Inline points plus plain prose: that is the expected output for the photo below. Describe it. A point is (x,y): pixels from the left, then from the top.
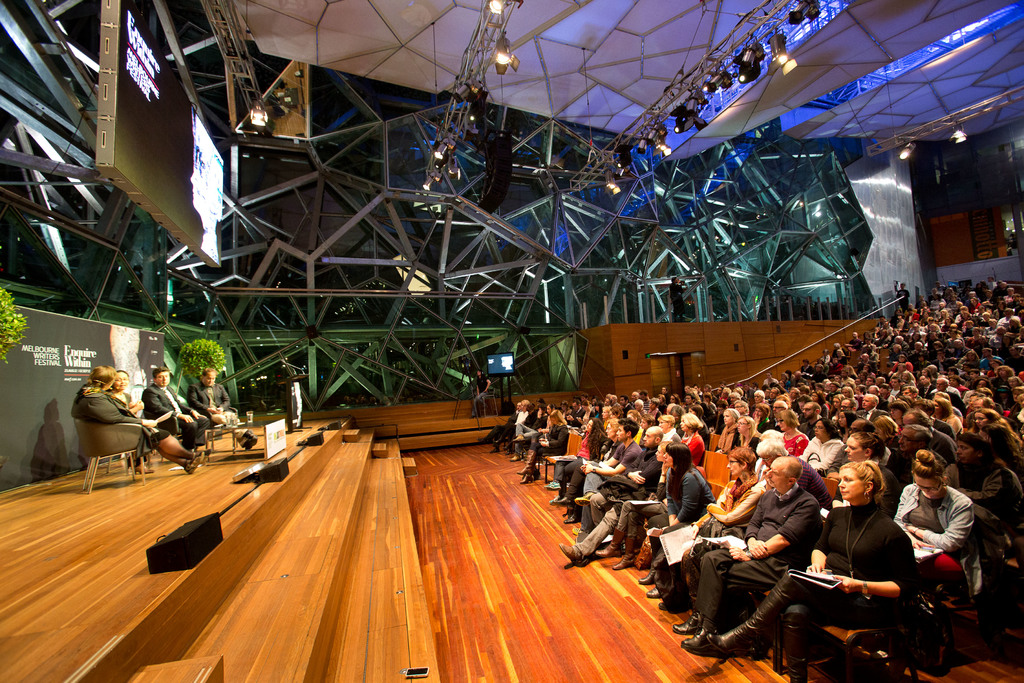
In this image I can see a big hall (419,428). There are many persons (675,430) sitting on the chairs (87,425). There are four people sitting on the stage (117,484).
